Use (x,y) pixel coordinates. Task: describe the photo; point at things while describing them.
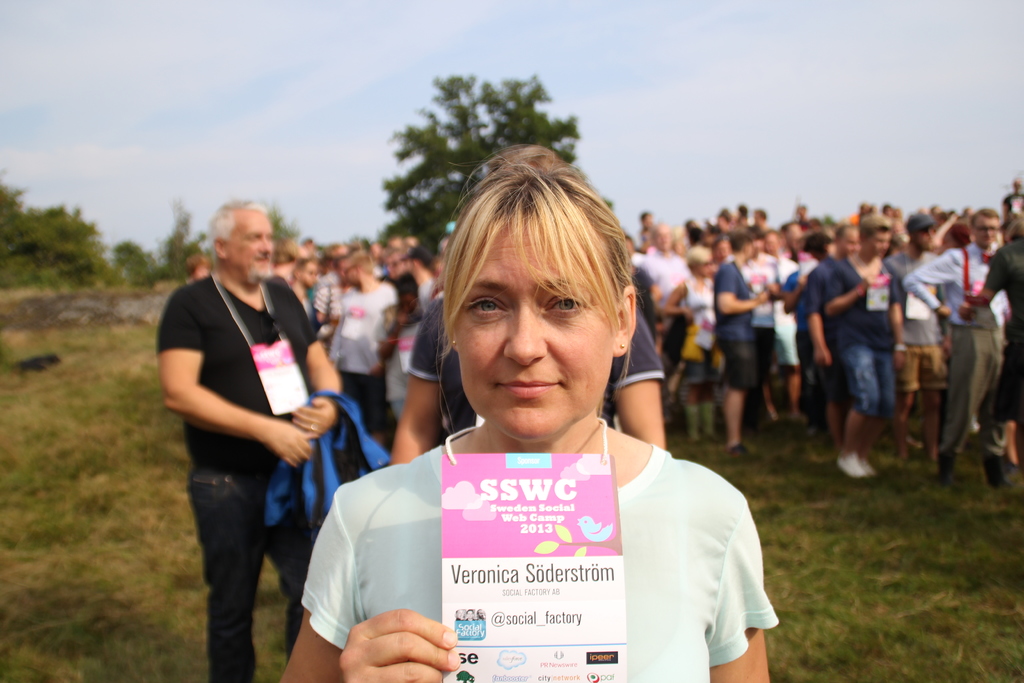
In this image, there are many people (584,277). Among them, we can see a lady (424,549) holding an object (535,612). We can see the ground (127,529). We can see some grass (922,600) and trees (437,167). We can also see the sky (696,147).
